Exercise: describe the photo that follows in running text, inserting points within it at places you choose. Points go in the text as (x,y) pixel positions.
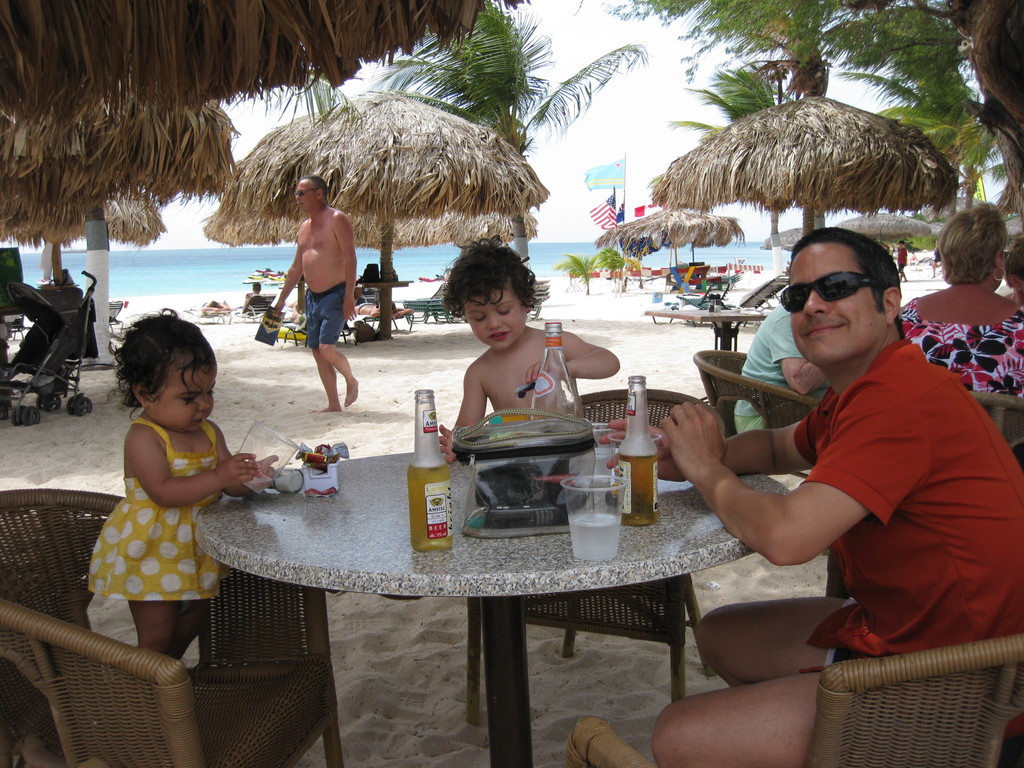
This Image is clicked in a beach (380,411). There are trees (739,5) on the top (1003,120), there are tables (571,557) and chairs (159,722) around the tables (332,503), there is a man (322,199) walking in sand (404,412) in the middle of the image (349,313). There is a man (733,464) sitting on the right side (839,556). There are two kids (580,351) standing on chairs (582,396) in the middle of the image (578,380), there are flags (591,173). On that table (591,576) there are bottles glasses (601,500) and toys (313,478), there is water (185,252) back side.
